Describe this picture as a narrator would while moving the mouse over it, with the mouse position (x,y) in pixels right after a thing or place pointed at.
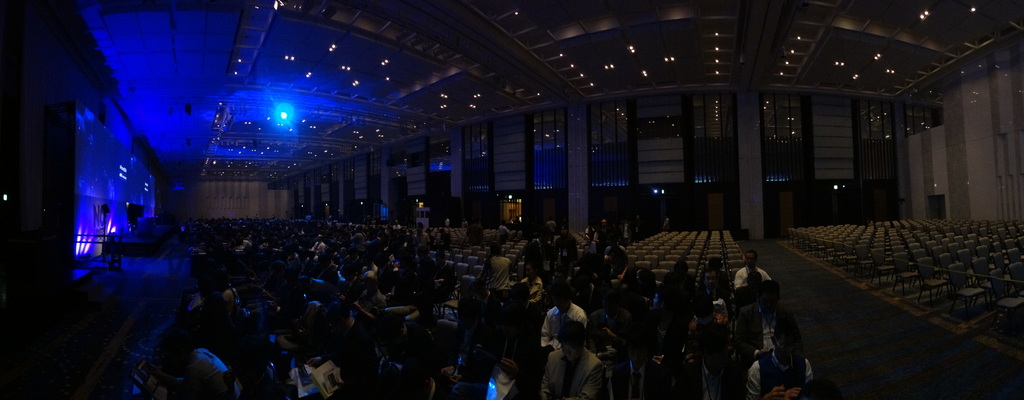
In this picture, we can see a few people (473,312), ground (870,324) with chairs (710,252), and we can see wall (205,208) with lights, and we can see stage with lights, speakers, and we can see the roof (597,57) with lights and some objects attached to it.
